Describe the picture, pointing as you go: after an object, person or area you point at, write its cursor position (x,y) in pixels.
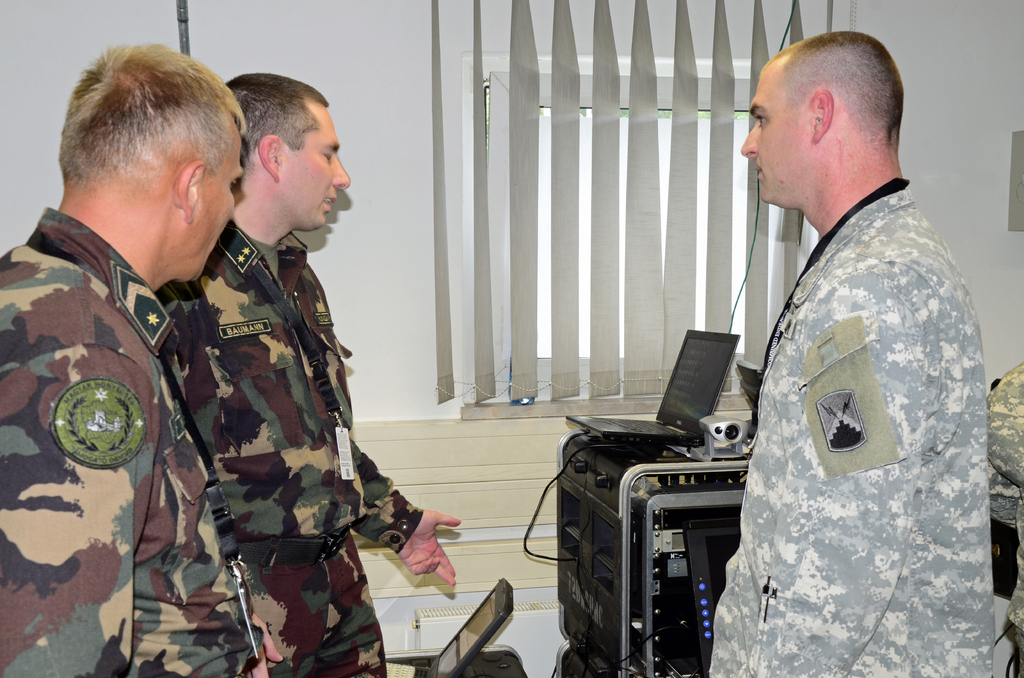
As we can see in the image there is a white color wall (383,281), window blind (552,263), laptop (668,399), tablet (473,638) and three persons (215,505) wearing army dresses (875,631).
